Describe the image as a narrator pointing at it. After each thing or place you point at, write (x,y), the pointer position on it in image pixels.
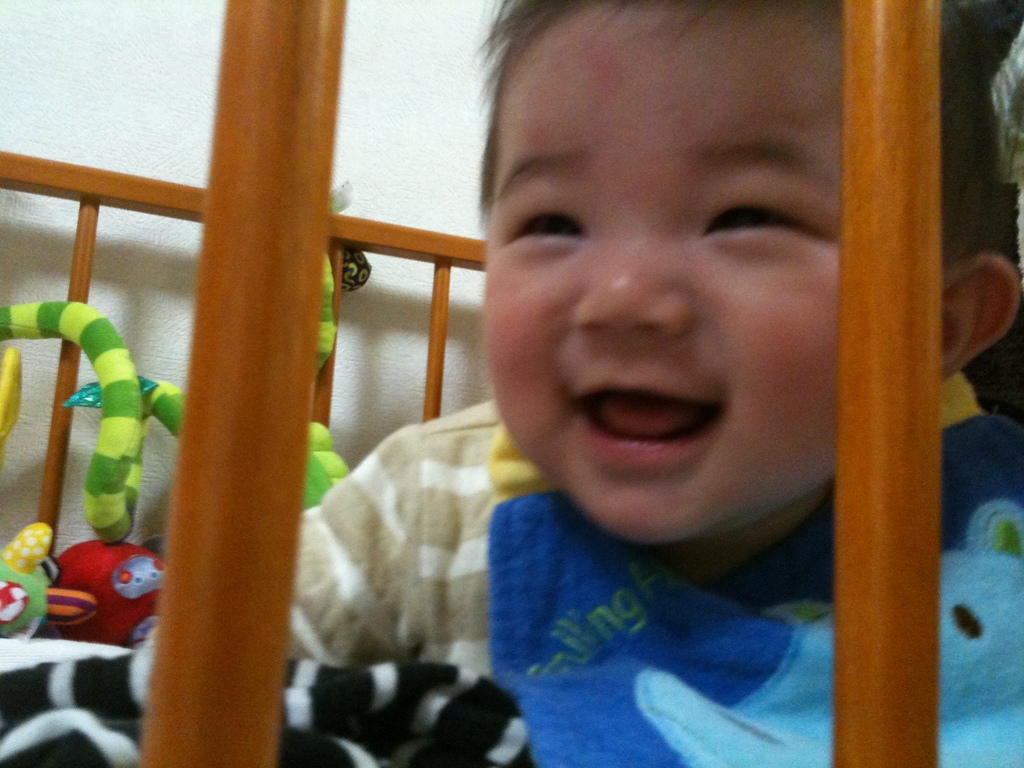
This image is taken indoors. In the background (121,84) there is a wall (373,111). In the middle of the image (355,280) there is a cradle (200,533) and there are a few toys (116,450) in the cradle (887,263). On the right side of the image (746,589) there is a baby (761,641) in the cradle (923,118).
